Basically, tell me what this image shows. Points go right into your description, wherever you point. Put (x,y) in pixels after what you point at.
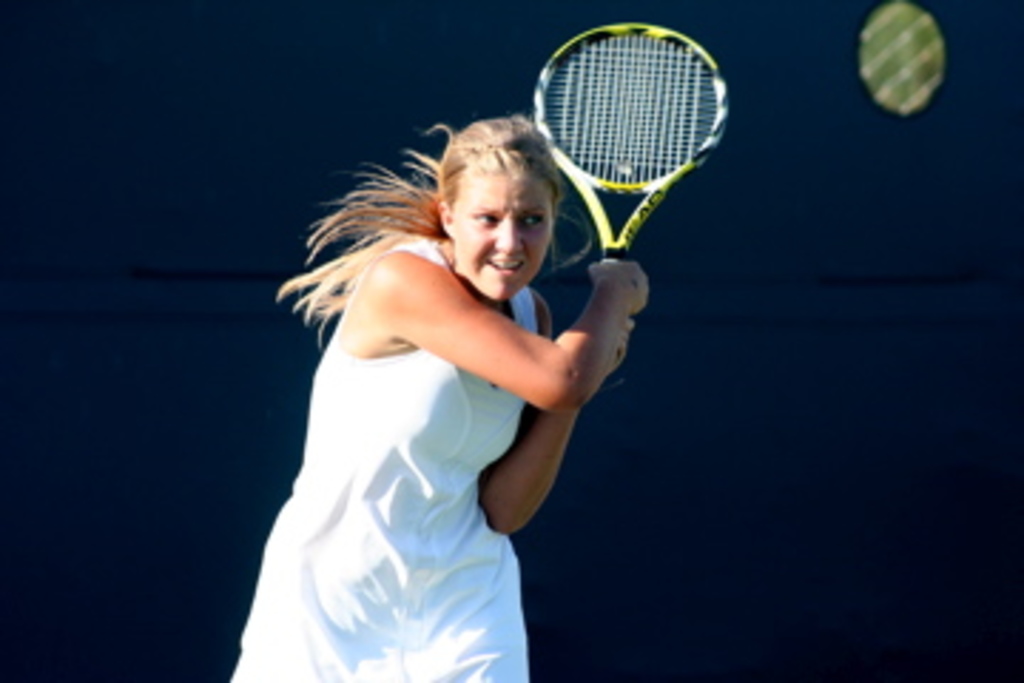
In the image there is a woman (409,452) playing tennis.
